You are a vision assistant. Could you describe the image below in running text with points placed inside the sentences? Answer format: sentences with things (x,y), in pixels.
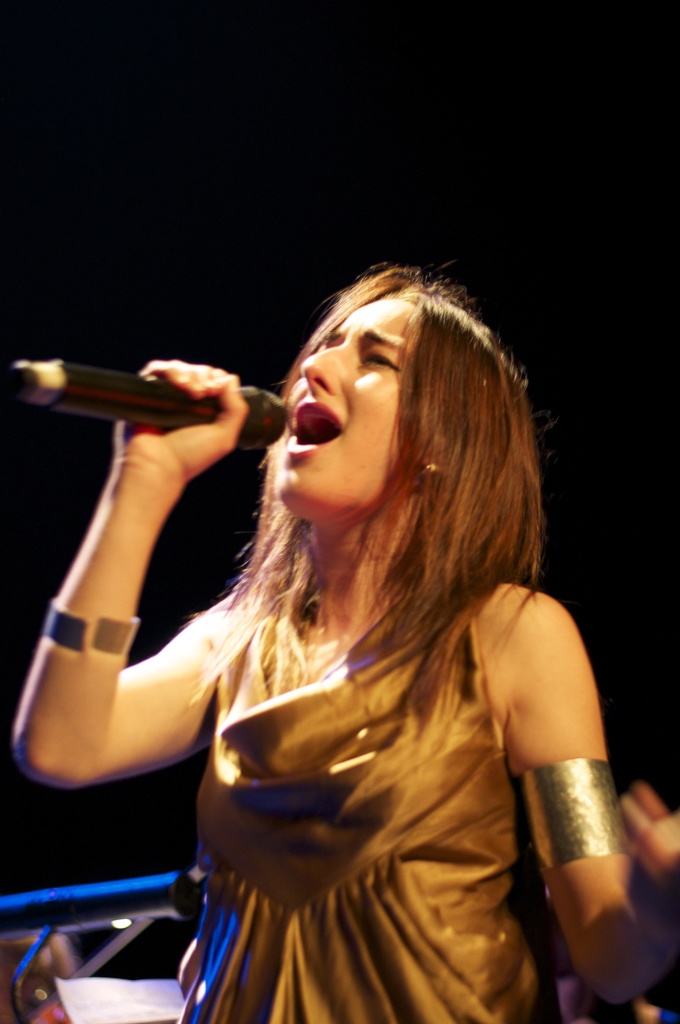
This image has a woman (333,400) singing and holding a mike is wearing a golden colour dress (347,834).
